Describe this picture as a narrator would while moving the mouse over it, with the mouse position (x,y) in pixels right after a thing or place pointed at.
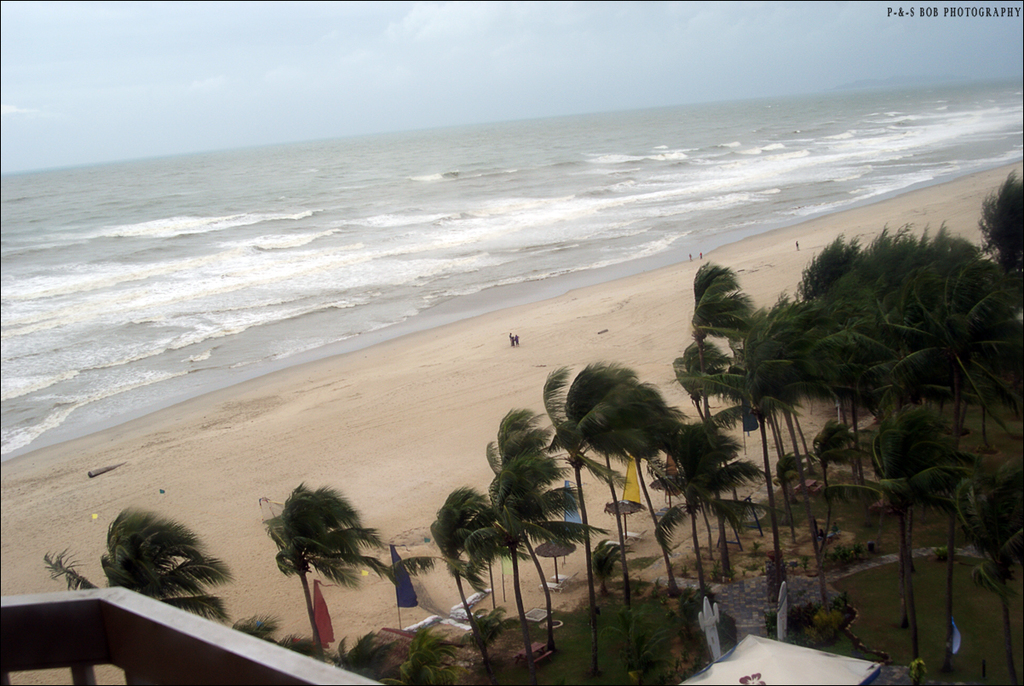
In this image we can see the ocean (319,235), some people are standing on the seashore (537,370), there are some trees (761,407), plants (798,609), sculptures (781,629), and flags (627,471), also we can see the sky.
